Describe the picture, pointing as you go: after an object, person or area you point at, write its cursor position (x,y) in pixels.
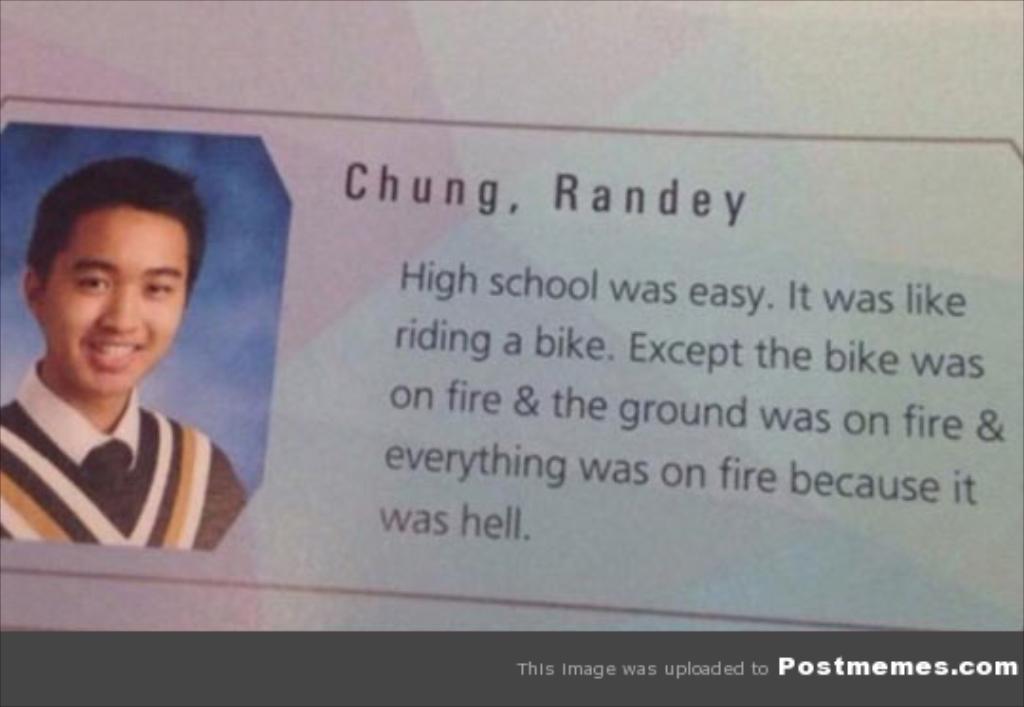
On the left side of the image (21,154) there is a photo (62,468) of a person (134,528). There is some text (454,394). At the bottom of the image (658,643) there is a border (650,684).
